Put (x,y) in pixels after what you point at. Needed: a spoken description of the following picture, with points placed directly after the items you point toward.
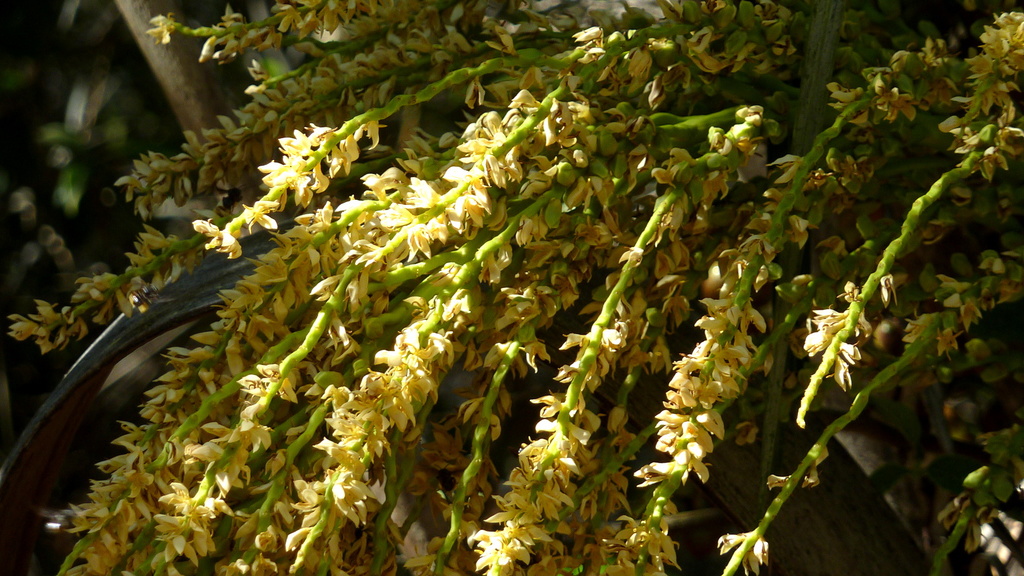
In this image, I can see the branches (356,210) with flowers (472,179). There is a blurred background (45,256).
